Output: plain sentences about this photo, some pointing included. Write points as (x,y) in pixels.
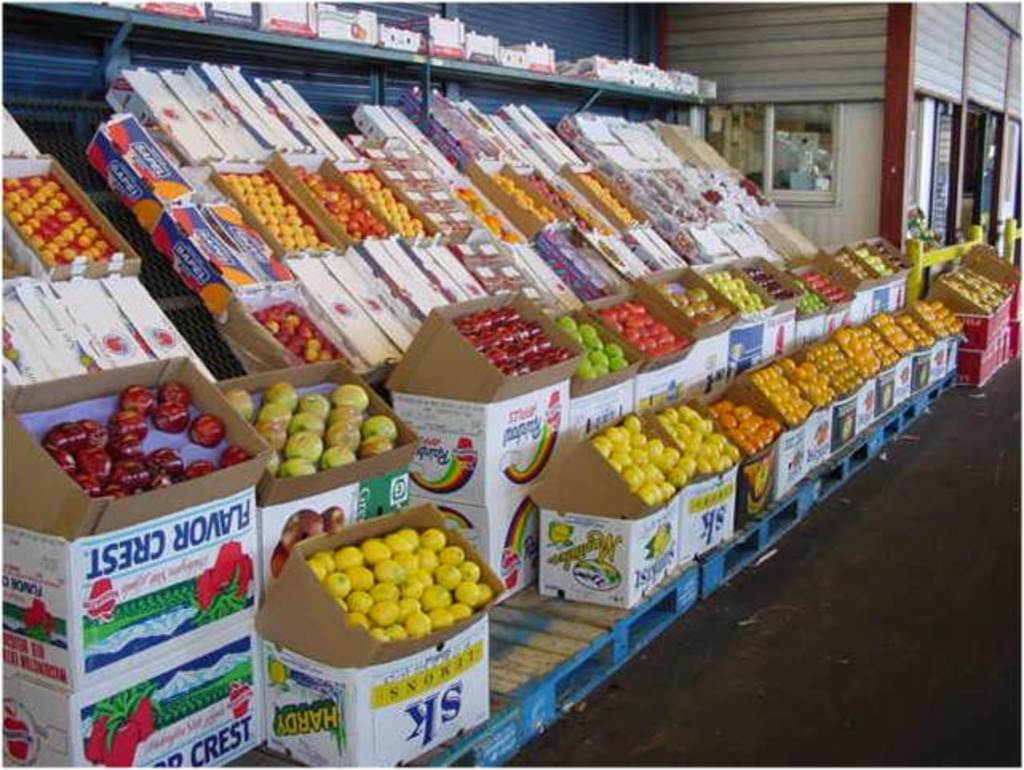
In the image we can see some fruits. Behind the fruits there is a building (996,212).
